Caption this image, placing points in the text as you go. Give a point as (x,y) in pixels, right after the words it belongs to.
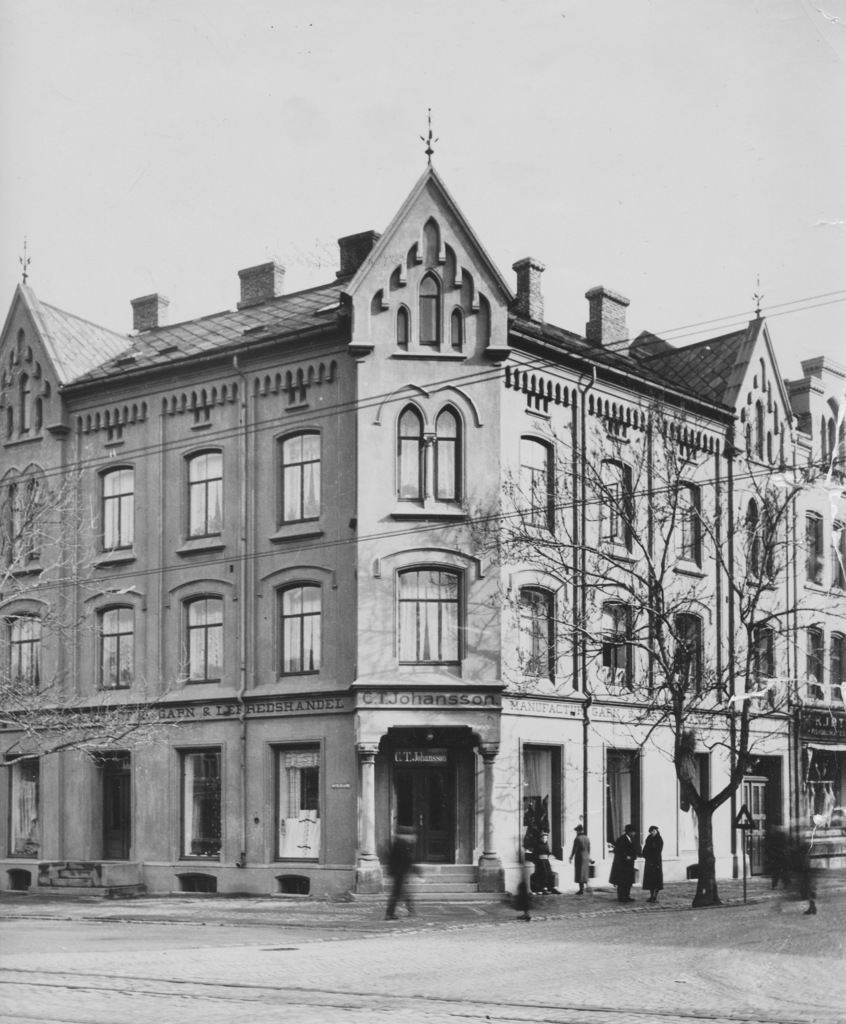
In this image we can see a building (231,381), people (407,846), tree (731,788), signboard (747,809) and sky (535,67). To that building (587,703) there are windows (632,814) and doors (442,846).
